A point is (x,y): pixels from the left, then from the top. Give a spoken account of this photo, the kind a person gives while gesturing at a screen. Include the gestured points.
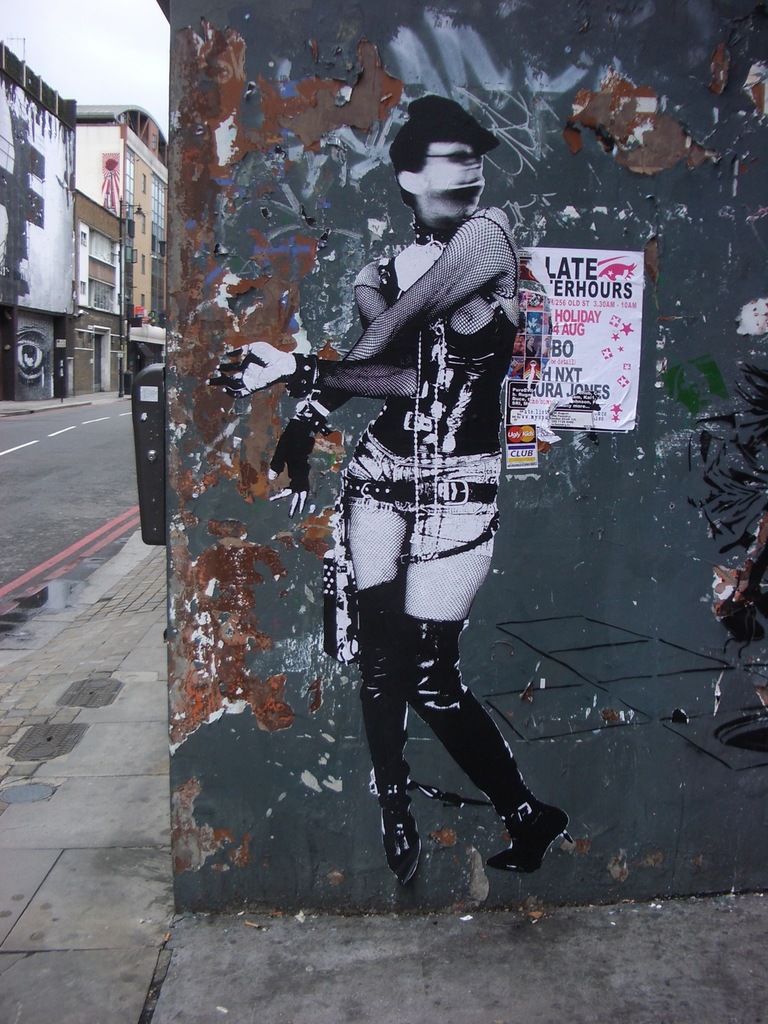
In this image I can see paper cutting (460,411) of an image of a person (431,388) stuck to the wall (624,503). I can see other papers (587,333) on the wall (533,593) with some text (563,332). I can see buildings (41,251) on the left hand side (49,232), a road (46,467), a pavement (163,557), a box like object (145,432) on the wall (231,339).
